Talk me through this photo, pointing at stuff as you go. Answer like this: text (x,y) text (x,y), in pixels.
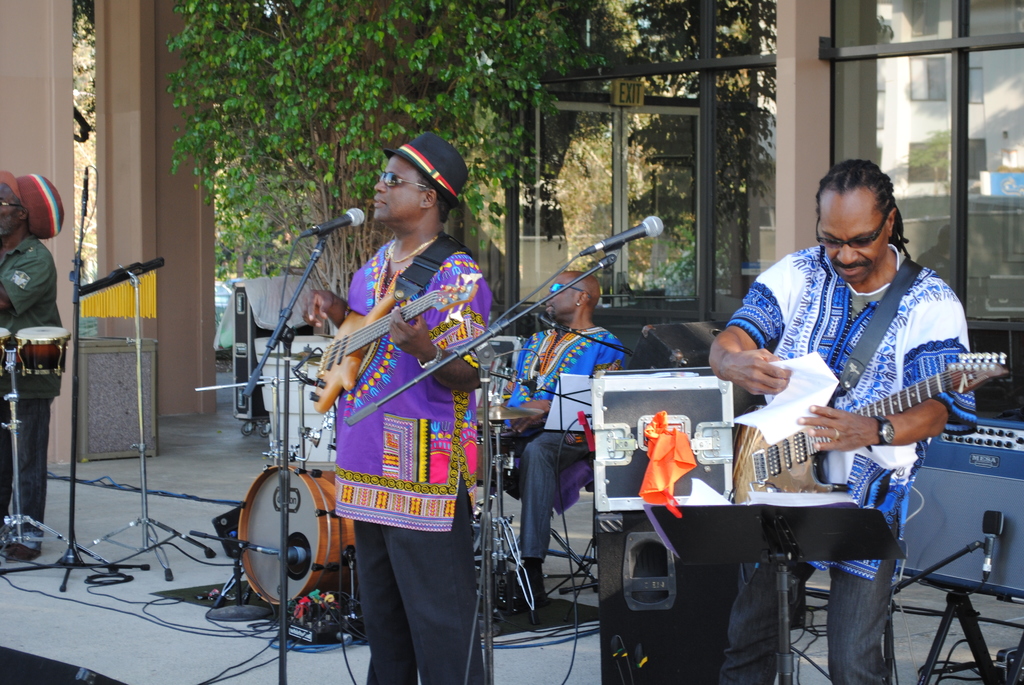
In this image I see 4 men (437,522) in which these two are holding guitars (743,452) and this man (845,367) is holding a paper (790,416) and I see this man (531,565) is sitting and he is near to the drums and I see two mics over here. In the background (622,297) I see the building (630,277) and few equipment (954,509) and the trees (351,239).
